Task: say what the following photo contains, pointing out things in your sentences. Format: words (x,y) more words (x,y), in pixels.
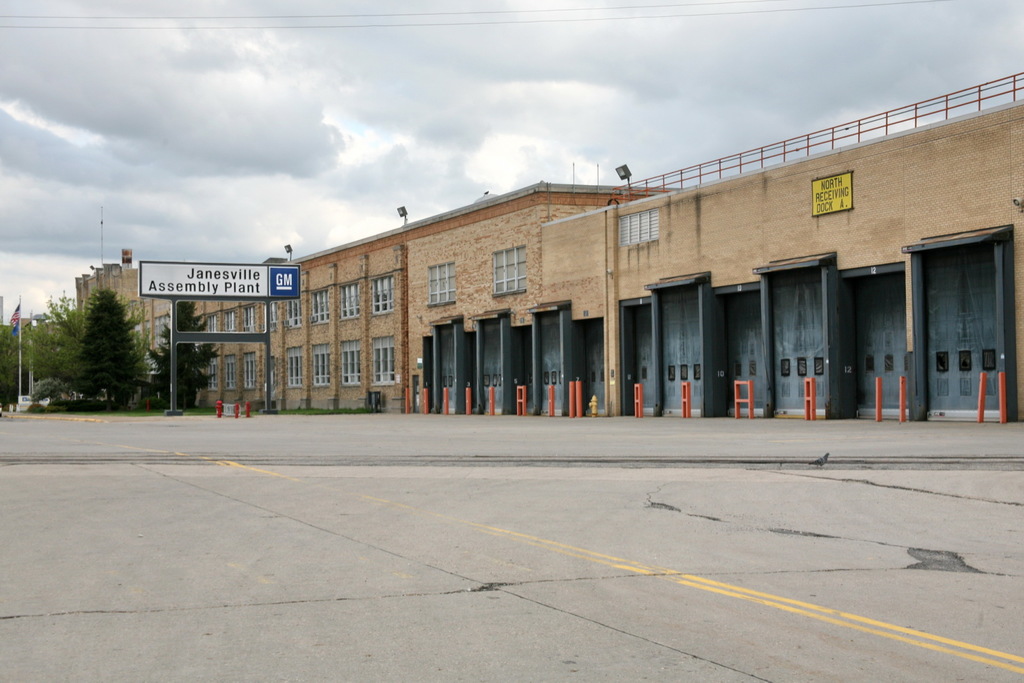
In this picture there is a brown color building (409,311) with windows (383,381). In front (1000,410) we can see the orange color parking barriers (1006,396). Behind we can see the naming board (202,296) and some trees (162,370). In the front (213,499) bottom side there is a road (280,665).
